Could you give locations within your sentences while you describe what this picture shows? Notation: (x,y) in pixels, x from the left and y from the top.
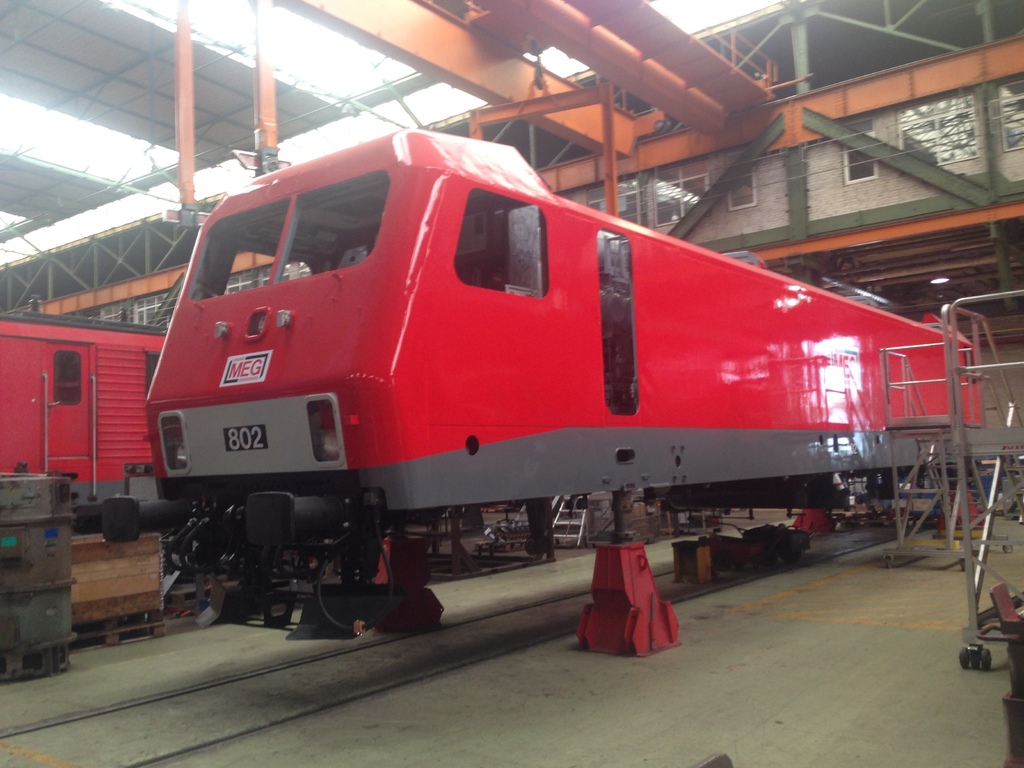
In this picture i can see the train engine (665,449) which is kept on the hydraulic Jack (394,578). On the right (983,539) i can see some ladders (974,465). On the left (21,319) there is another train engine (74,424) on the railway track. At the top (754,46) i can see the shed (207,104).
